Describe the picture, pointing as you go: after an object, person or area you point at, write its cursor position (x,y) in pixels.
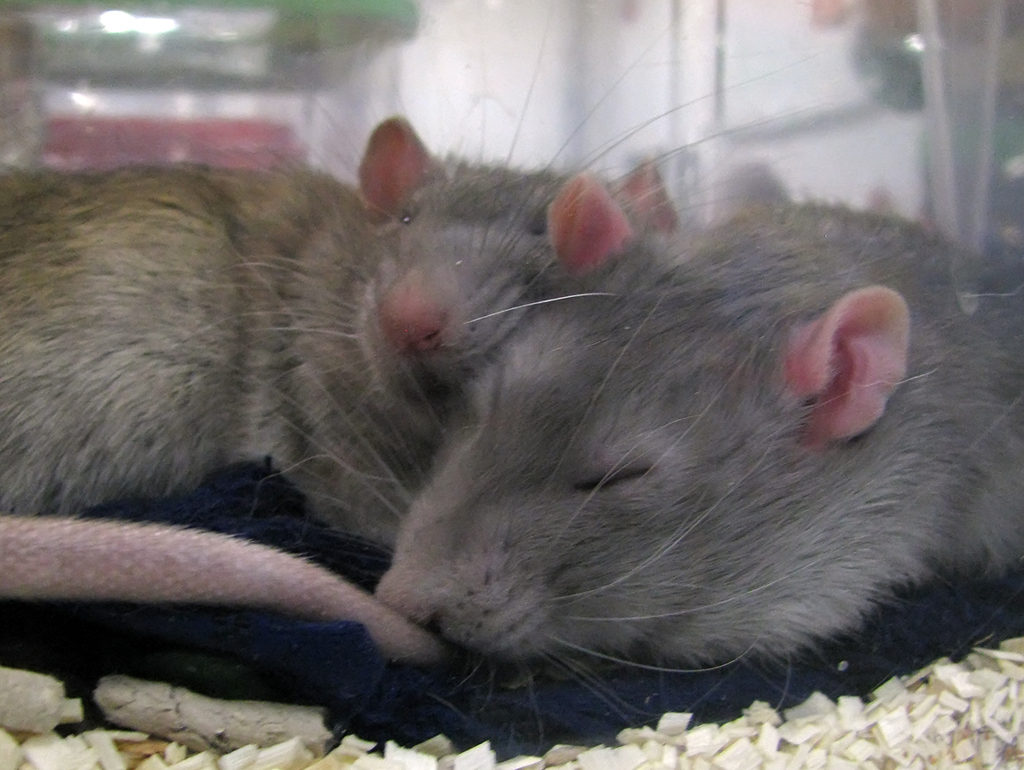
In this picture I see 2 rats (437,334) in front (194,230) and I see few white color things (63,744) and I see that it is blurred in the background (357,12).
